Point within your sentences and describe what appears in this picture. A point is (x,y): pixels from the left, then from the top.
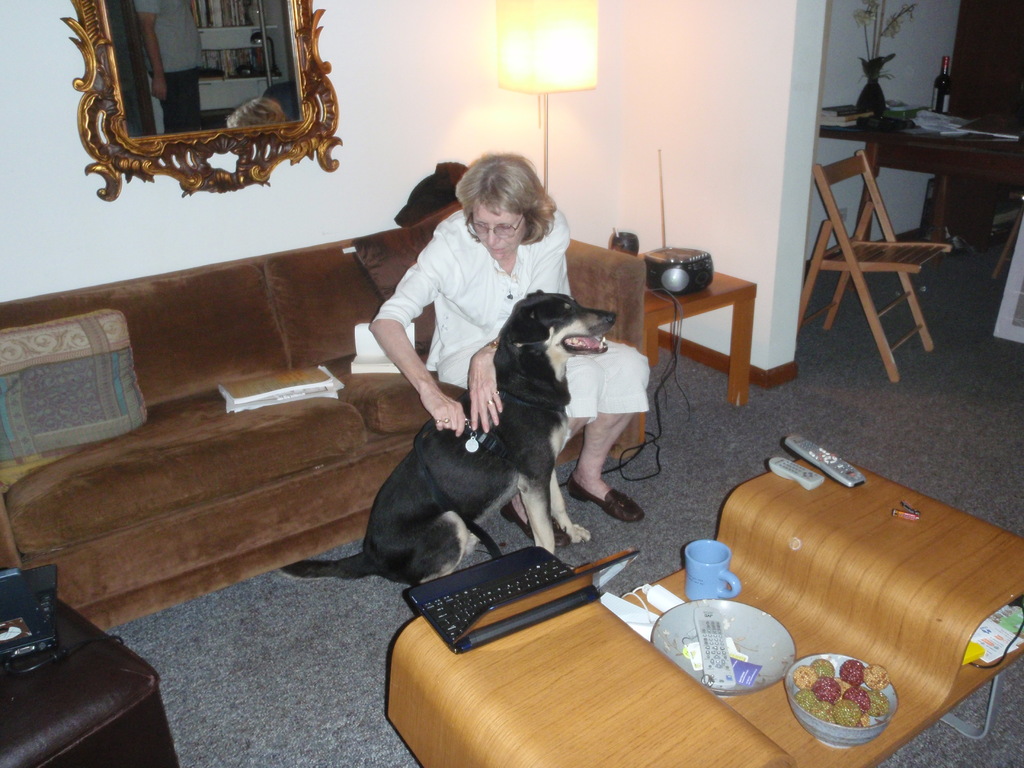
This is a picture in a living room (519,748). In the foreground of the picture (823,575) there is a desk (873,542), on the desk (869,558) there is a plate (752,637), a laptop (511,599), a cup (722,578), a bowl (821,723), food items (845,672), charger (661,592) and remotes (843,471). In the center of the picture (342,482) there is a couch (241,441), on the couch (236,453) there are pillow (122,396), book (273,387), a woman (451,333) seated. in the background (100,171) on the wall (394,99) there is a mirror (125,102). In the center of the background (550,10) there is a lamp (554,90). To the top right (898,155) there is a desk (898,155) and a chair (903,246), on the desk (936,136) there is a flower vase (877,108), bottle (941,85) and books (898,118). In the center of the picture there is a wall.
